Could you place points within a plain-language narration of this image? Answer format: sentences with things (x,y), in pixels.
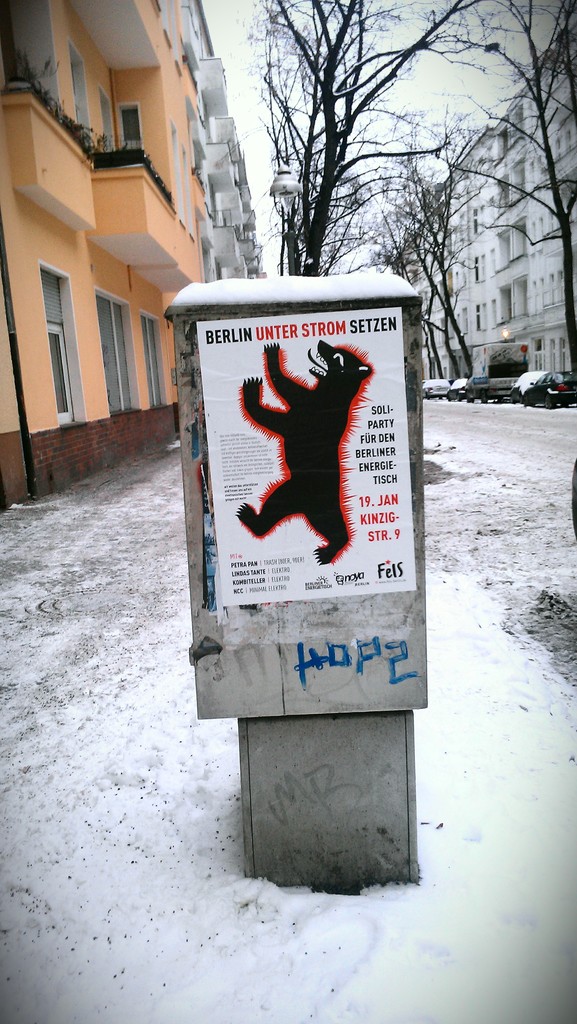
In this image there is a box (218,306), on that box (212,312) there is a poster (321,416) on that poster (312,364) there is some text (247,335) and a picture (293,457), in the background (534,435) there is a road (518,429) on that there are cars (518,391) and the road (509,614) is covered with snow (518,583) there are trees (453,188) and buildings (217,244).
